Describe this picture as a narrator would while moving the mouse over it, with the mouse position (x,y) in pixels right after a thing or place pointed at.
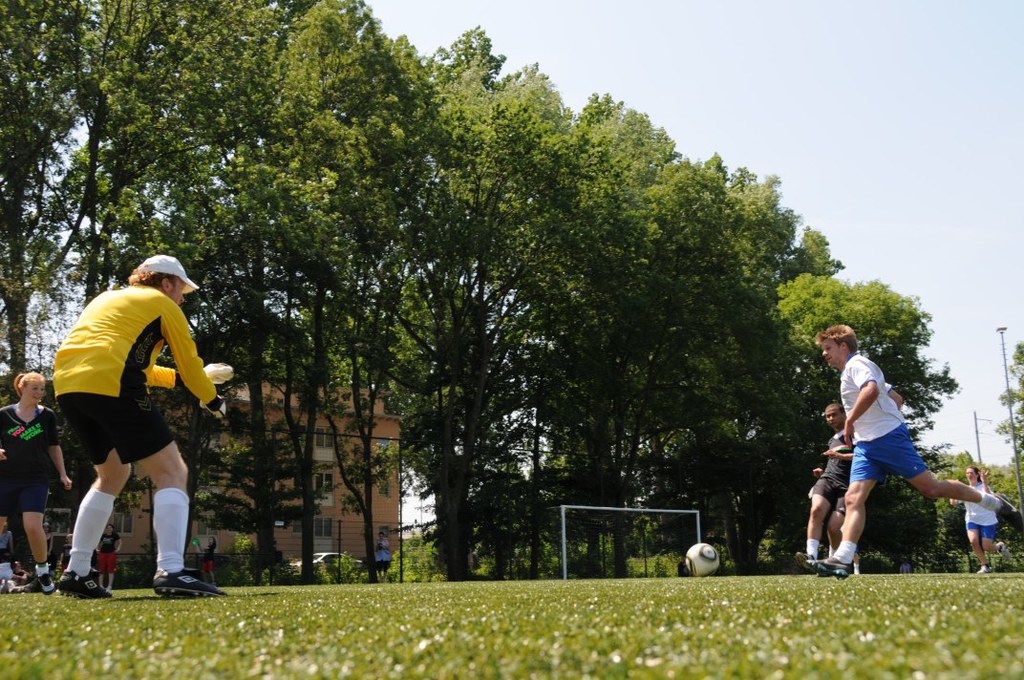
In this image I can see number of people (847,415) and a ball (716,569). In the background (728,420) I can see number of trees (800,401), a building (385,441) and a clear view of sky (899,152).
